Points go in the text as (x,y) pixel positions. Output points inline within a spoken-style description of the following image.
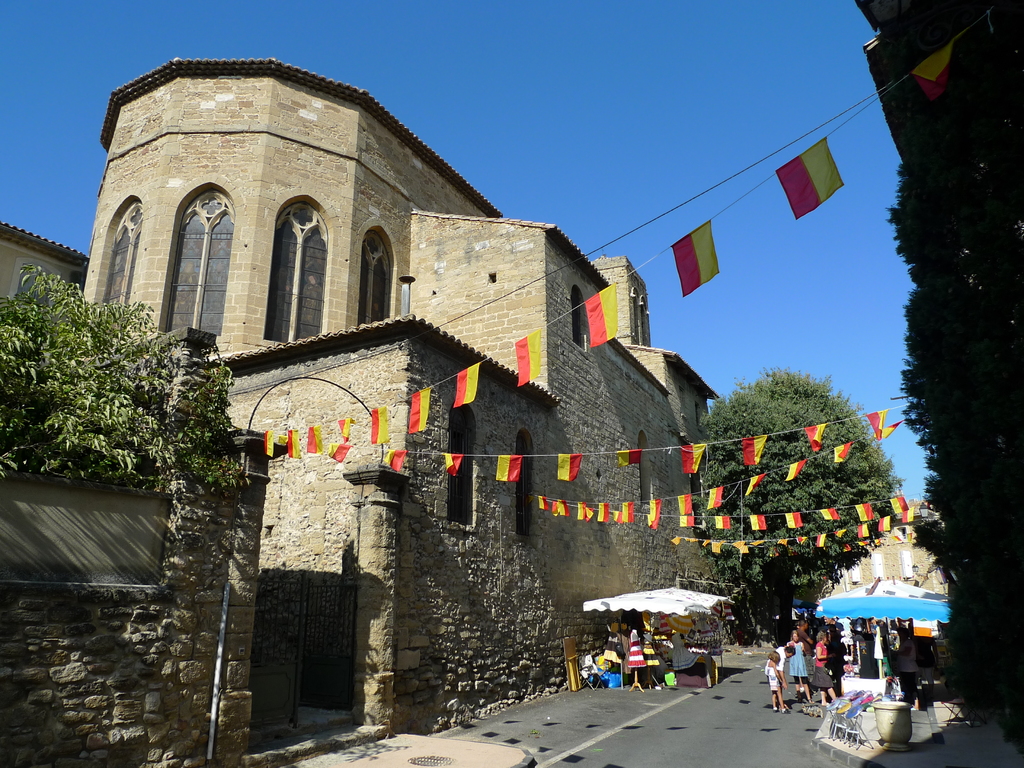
In this picture there are buildings (565,587) and trees (835,566) and there are tents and there are group of people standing on the road (669,739) and there are objects (839,699) and tables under the tents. There are flags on the ropes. At the top (594,63) there is sky (658,33). At the bottom (561,765) there is a road (545,766) and there is a manhole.
